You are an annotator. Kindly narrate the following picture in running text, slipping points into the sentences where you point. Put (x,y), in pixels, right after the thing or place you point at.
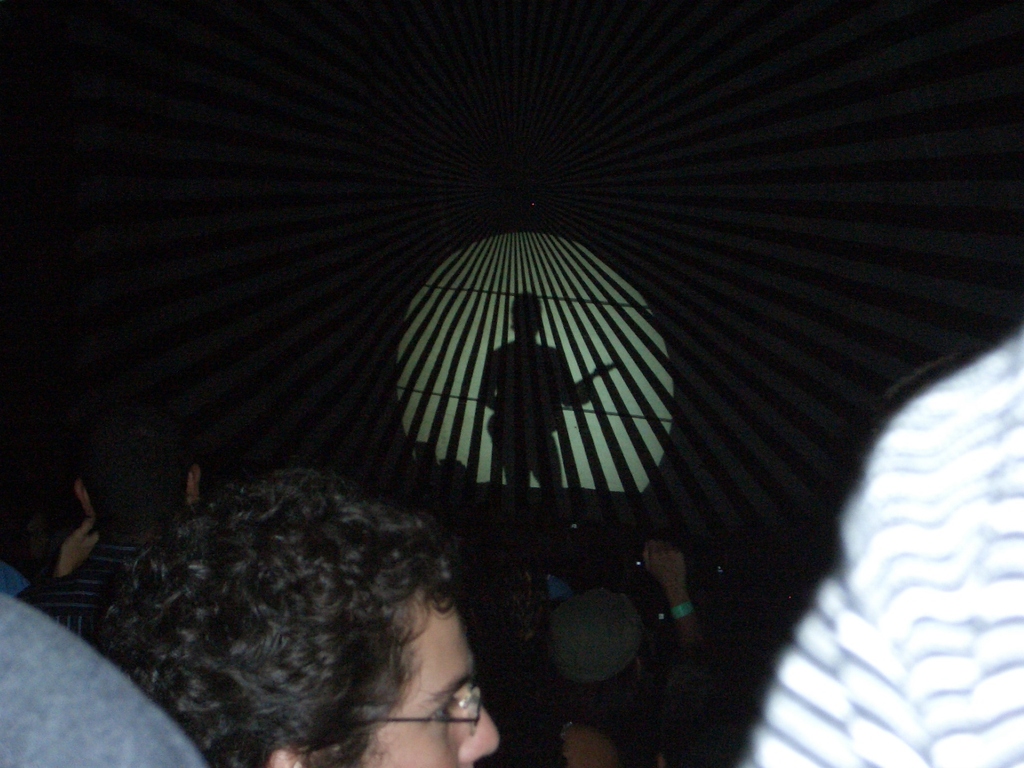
There are few persons (869,630) and there is a shadow (511,391) of a person (522,397) in front of them.
